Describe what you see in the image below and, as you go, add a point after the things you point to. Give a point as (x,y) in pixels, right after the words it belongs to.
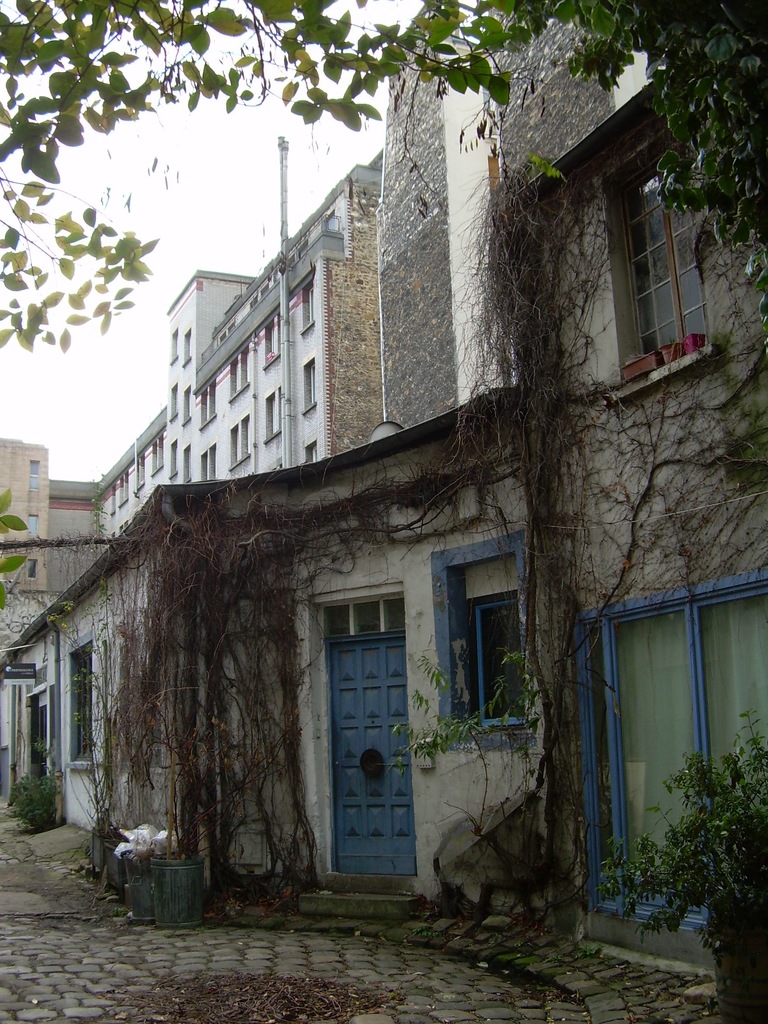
At the bottom of this image (142,974) I can see the ground (59,977). There are some buildings (289,449). On the top of the image (110,57) I can see the leaves (43,111) of a tree (92,35). On the right side (734,875), I can see a plant (704,928) on the ground (699,987).
